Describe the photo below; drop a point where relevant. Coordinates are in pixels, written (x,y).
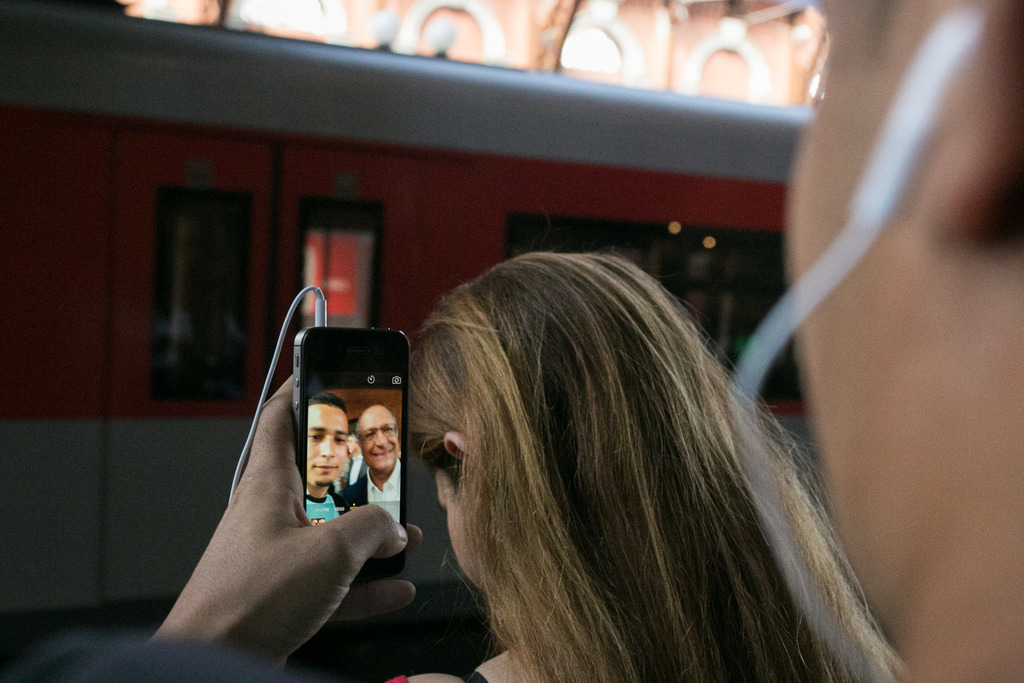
This picture we can see a boy (880,590) and taking a selfie on this black iPhone (385,558) wearing white color headphones (757,458). In the mobile screen (376,475) we can see a boy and a old man (384,488) In front (563,608) a girl (571,619) with brown silky hair (555,558) is sitting and in front a red and white color metro train (398,216) is parked on the station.
